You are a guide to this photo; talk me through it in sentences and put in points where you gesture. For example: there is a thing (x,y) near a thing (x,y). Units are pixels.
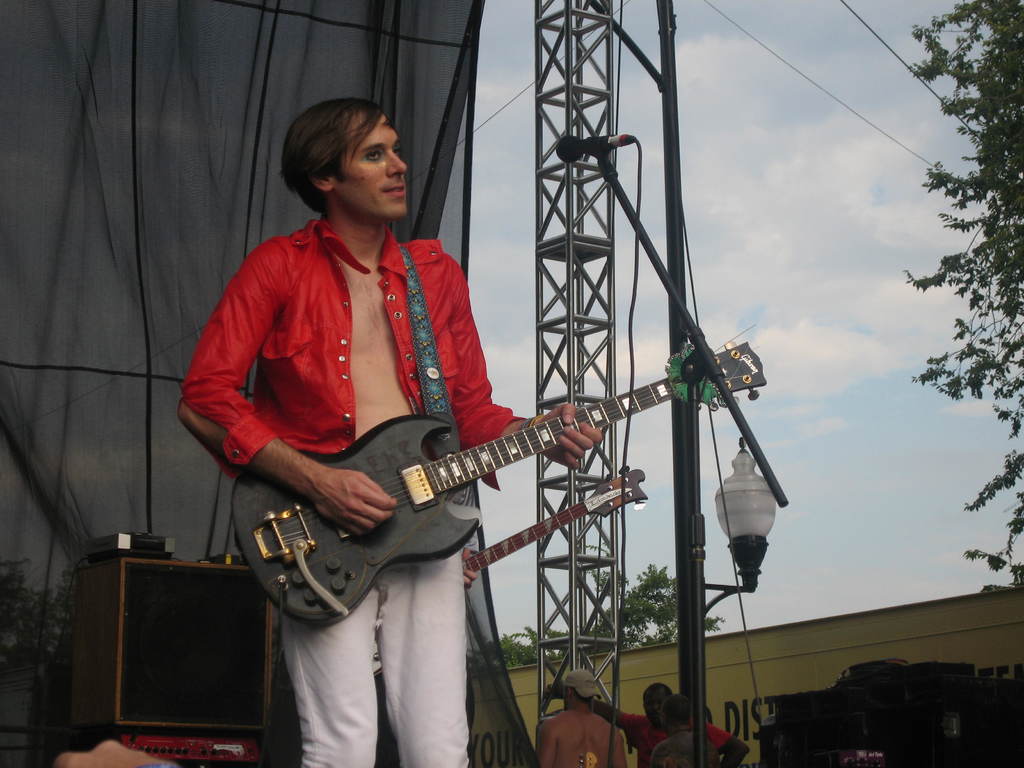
In this picture in the front (445,430) there is a person (371,386) standing and playing a musical instrument (379,549). In the background (208,610) there are musical instruments (185,626), poles (692,607), persons (650,714) and there is a board (733,713) with some text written on it and there are trees (667,577), there is a curtain (112,310) which is black in colour and the sky (708,267) is cloudy.
